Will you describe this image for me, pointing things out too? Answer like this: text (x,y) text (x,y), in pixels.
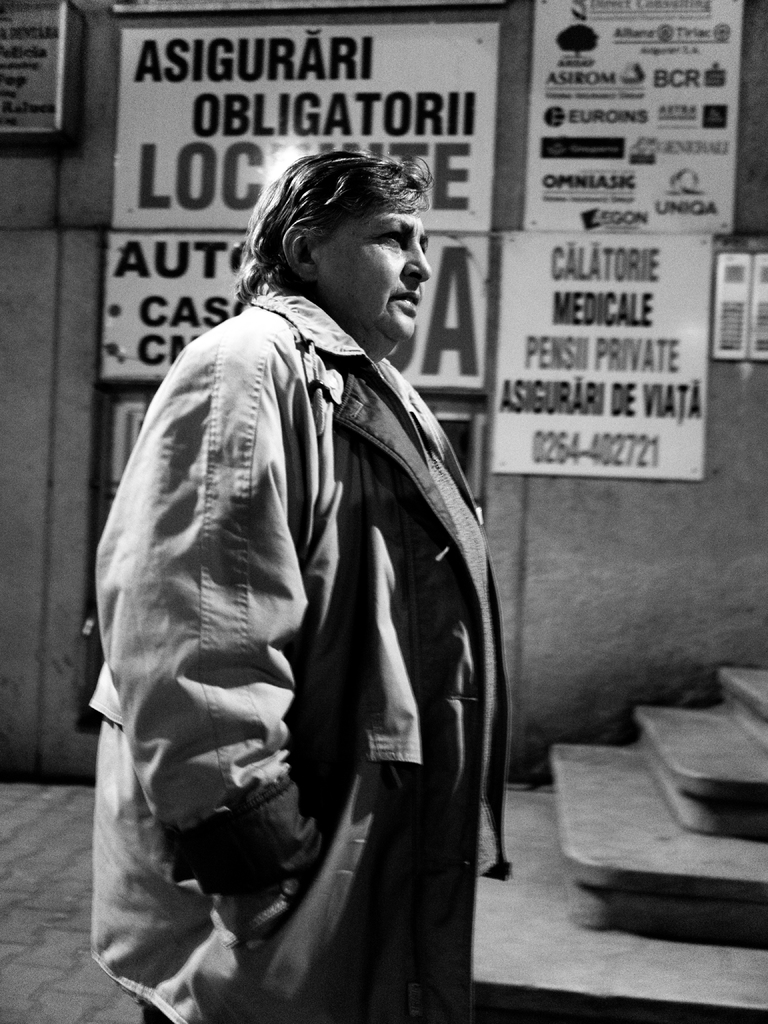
This is a black and white image. In the middle of the image (353,626) there is a person (387,658) standing. On the right side of the image (637,799) there are steps (695,783). In the background (55,76) there is a wall (499,141) with posters (432,118) and some text (244,50) on it.
